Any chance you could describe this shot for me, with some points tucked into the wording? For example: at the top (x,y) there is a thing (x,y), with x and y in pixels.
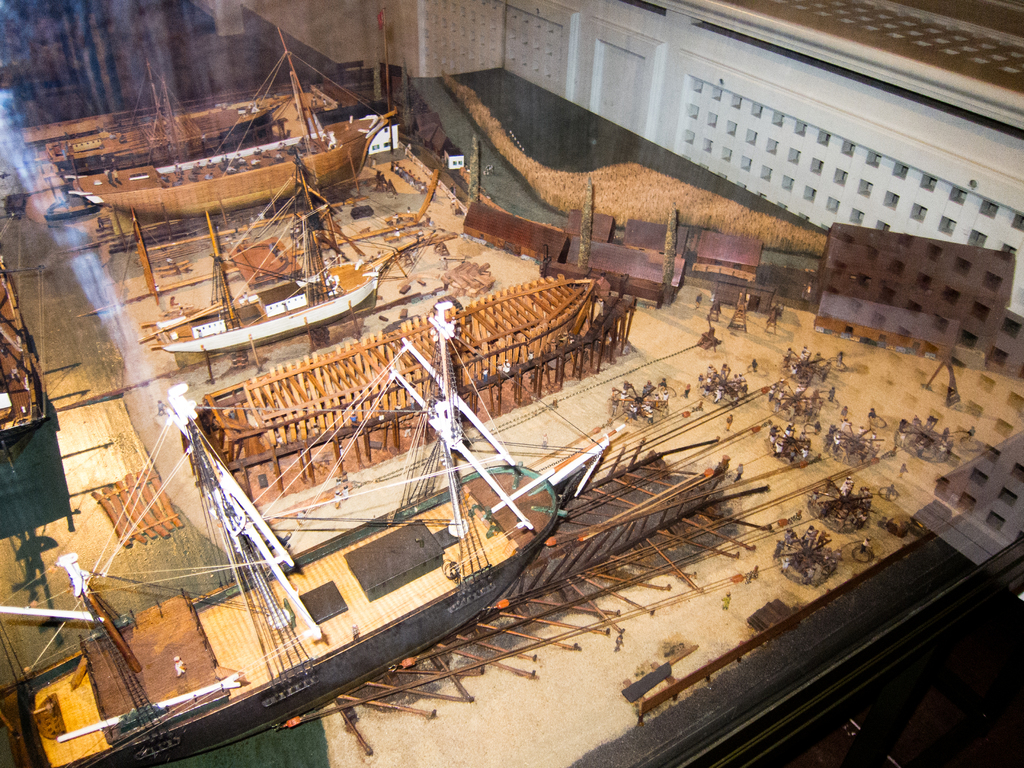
In this image it seems like a micro art in which we can see that there are boats (340,404) which are under construction. On the right side (755,121) there are buildings (691,82). In the middle (353,410) there are so many wooden sticks (300,402) in the boat (300,402). Beside the boats (300,402) there are so many people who are working.
